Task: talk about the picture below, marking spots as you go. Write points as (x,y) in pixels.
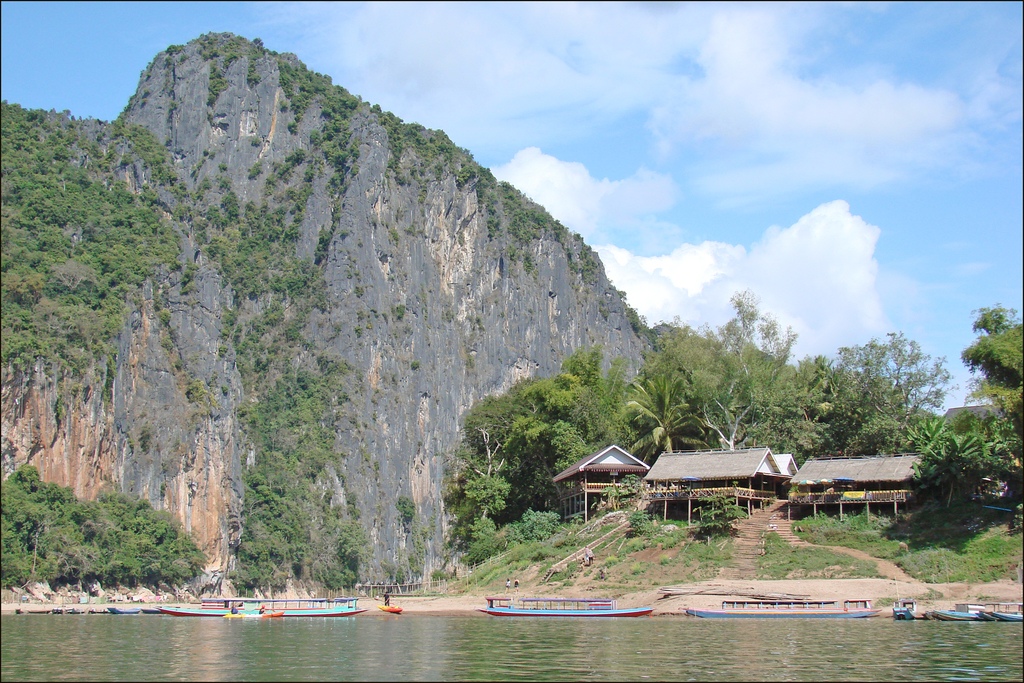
In the image I can see a beach (488,594) in which there are some boats (515,614) and also I can see some huts (844,472) and a hill (223,259) on which there are some trees (171,246) and plants (171,246).
